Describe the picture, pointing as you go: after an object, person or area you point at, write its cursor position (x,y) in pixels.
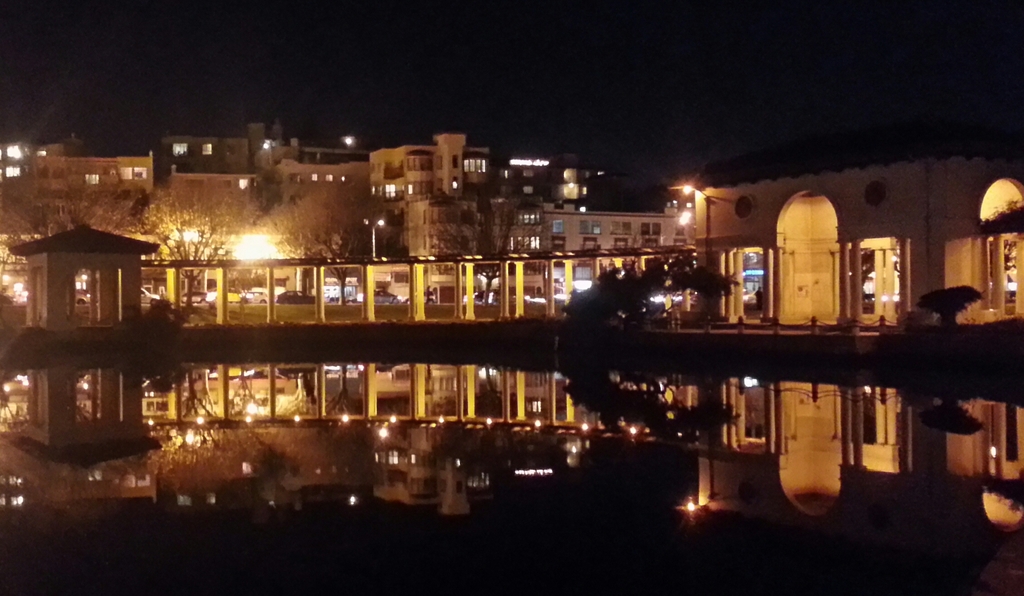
Here we can see buildings (422,178), lights (411,193), trees (476,266), pillars (470,282), and vehicles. At the bottom (293,473) we can see the reflection (682,410). In the background (654,112) there is sky (636,73).
